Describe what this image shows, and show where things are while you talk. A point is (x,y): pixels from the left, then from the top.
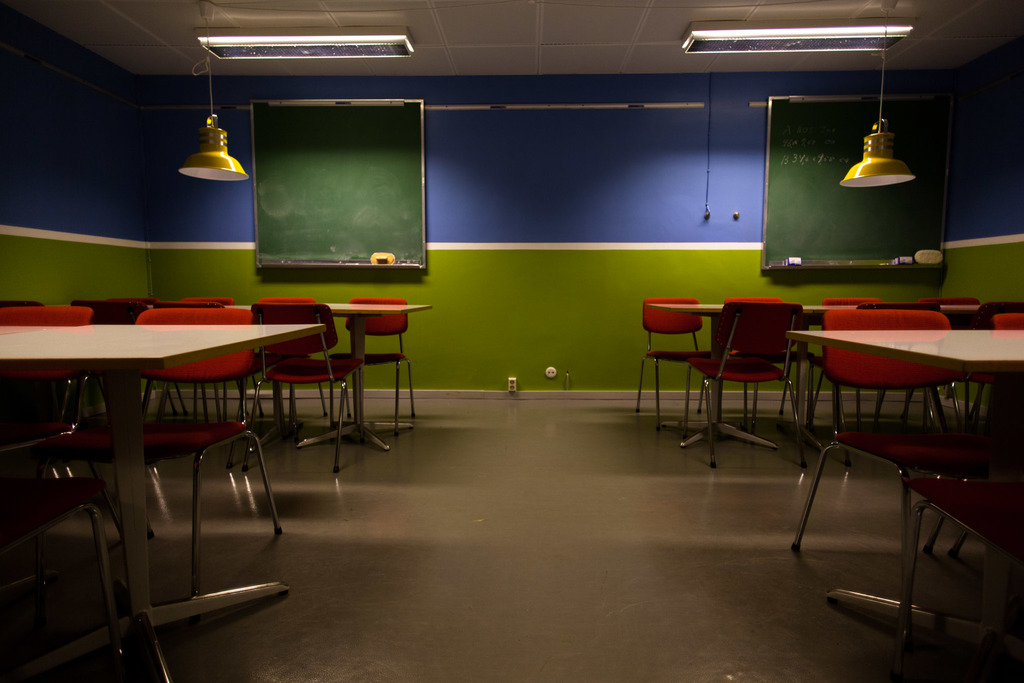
In this picture we see few chairs (311,309) and tables (798,378) and few lights (259,49) to the ceiling (820,58) and couple of green boards (787,207).
